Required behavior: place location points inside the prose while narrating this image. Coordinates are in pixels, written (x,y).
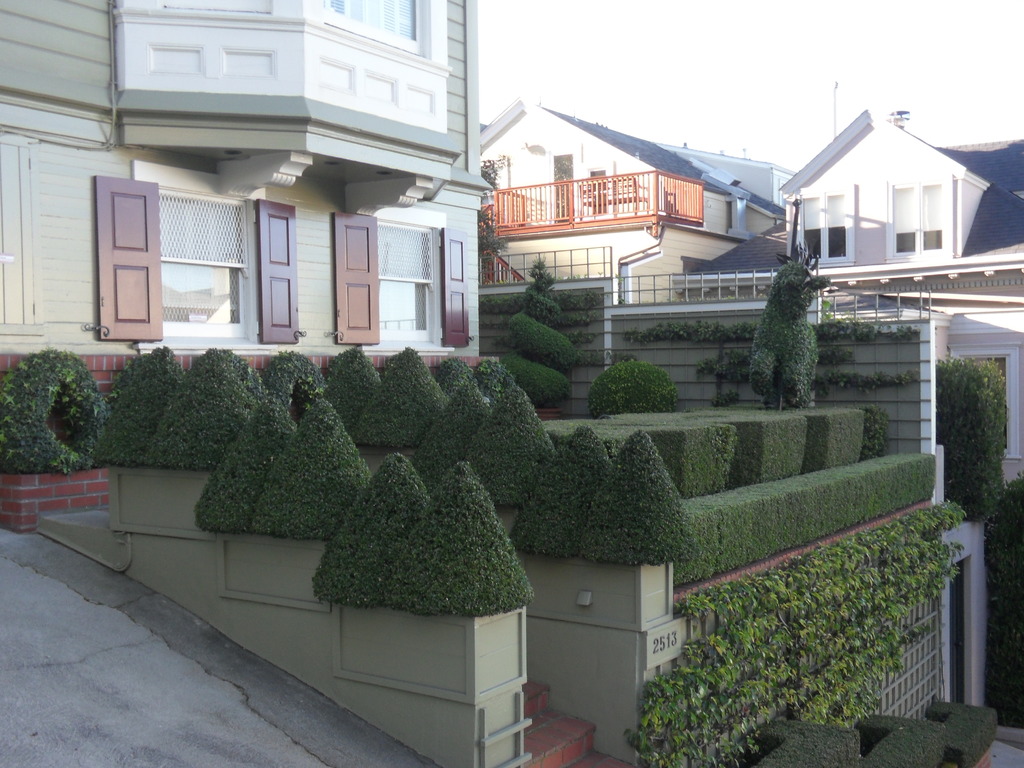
In this image I see houses (300,5) and I see bushes (544,309) and on this board (655,667) I see the numbers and I see the steps (535,767) and the path (180,628) over here. In the background (535,95) I see the sky (729,88).
